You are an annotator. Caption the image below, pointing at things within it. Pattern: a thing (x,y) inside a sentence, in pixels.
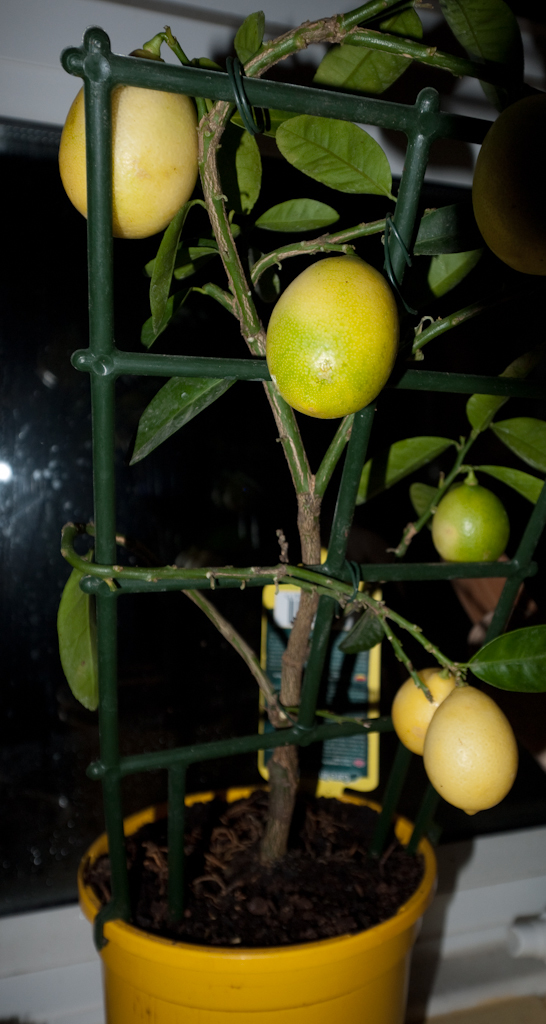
In this picture, we see a lemon plant (289,434) is placed in the yellow color pot (260,971). This plant (350,430) has lemons (342,378) which are in yellow and green color. In the background (464,872), we see a glass window (83,287) and a wall (16,103) in white color.
